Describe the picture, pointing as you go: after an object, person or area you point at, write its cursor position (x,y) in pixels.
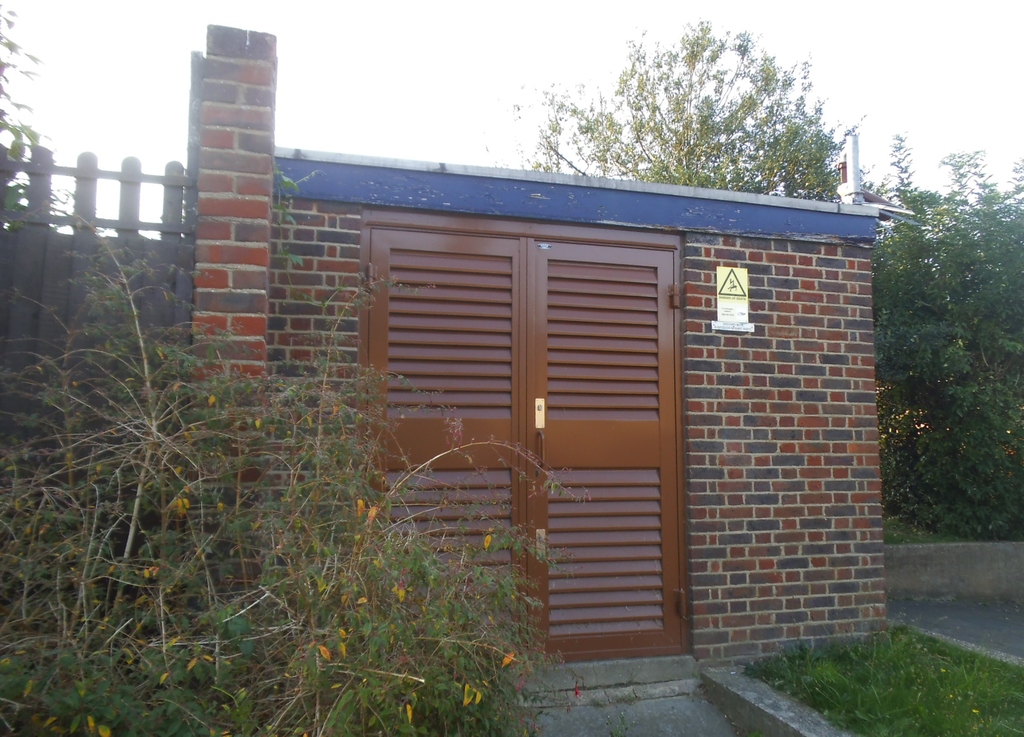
In this image I can see the wall (276,218), brown colour doors (573,396), few boards (721,286) and number of trees (968,262). On these boards (732,274) I can see something is written and here I can see grass (916,681).
